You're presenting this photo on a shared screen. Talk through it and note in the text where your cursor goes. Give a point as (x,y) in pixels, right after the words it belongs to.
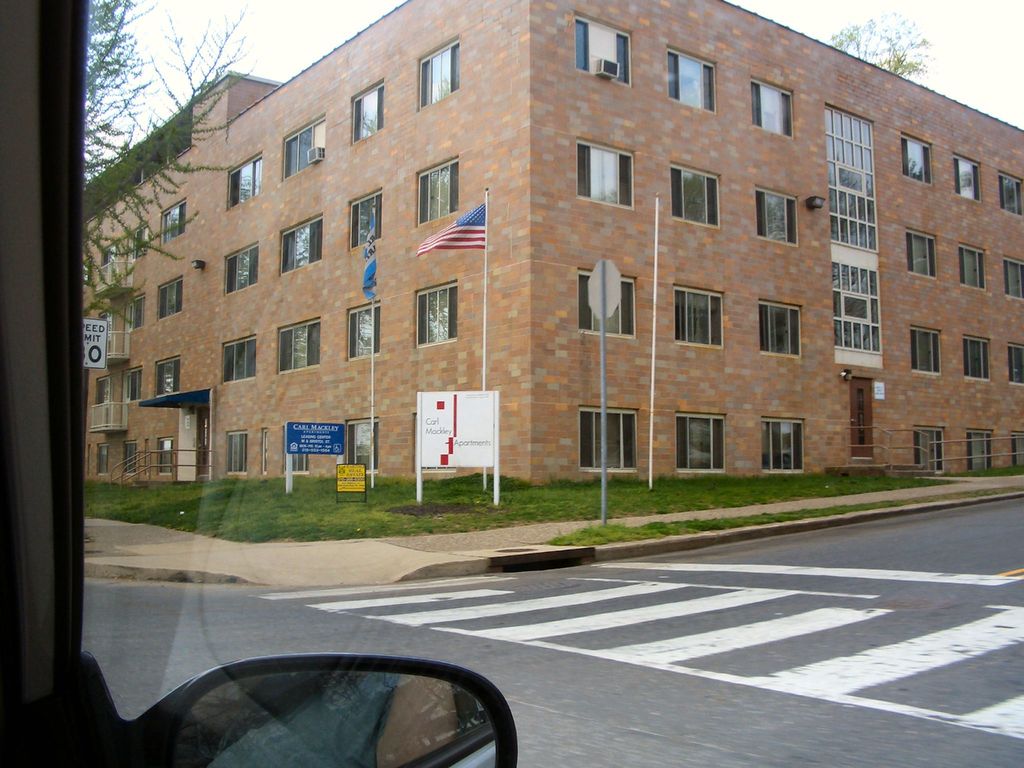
In this picture I can see there is a building (691,314) and it has doors (857,437), windows (774,435) and I can see there is a walkway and there are few poles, precaution boards (452,461) and there are flagpoles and there is grass (335,498) on the floor (299,506), there is a tree (93,108) into left and there is a zebra crossing (685,611) on the road (734,669). The sky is clear.
